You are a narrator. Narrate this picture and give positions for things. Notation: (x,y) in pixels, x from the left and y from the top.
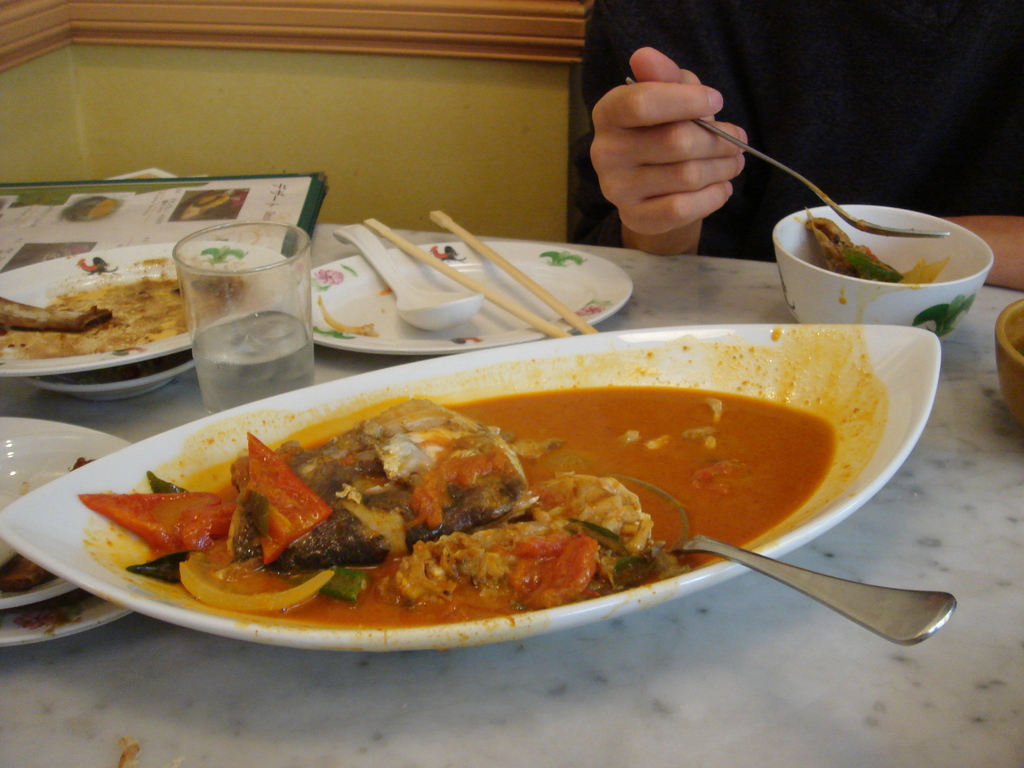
At the bottom of the image (863,522) there is a table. On the table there are plates (80,542), chopsticks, bowls (72,530) with food items (607,461) and also there is a spoon (750,558), glass (253,317) with water (257,345) and also there is a menu card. Behind the table (663,296) there is a person (736,77) sitting and holding a spoon (830,197) in the hand (684,173). Behind the person (736,134) there is a wall (183,75).
